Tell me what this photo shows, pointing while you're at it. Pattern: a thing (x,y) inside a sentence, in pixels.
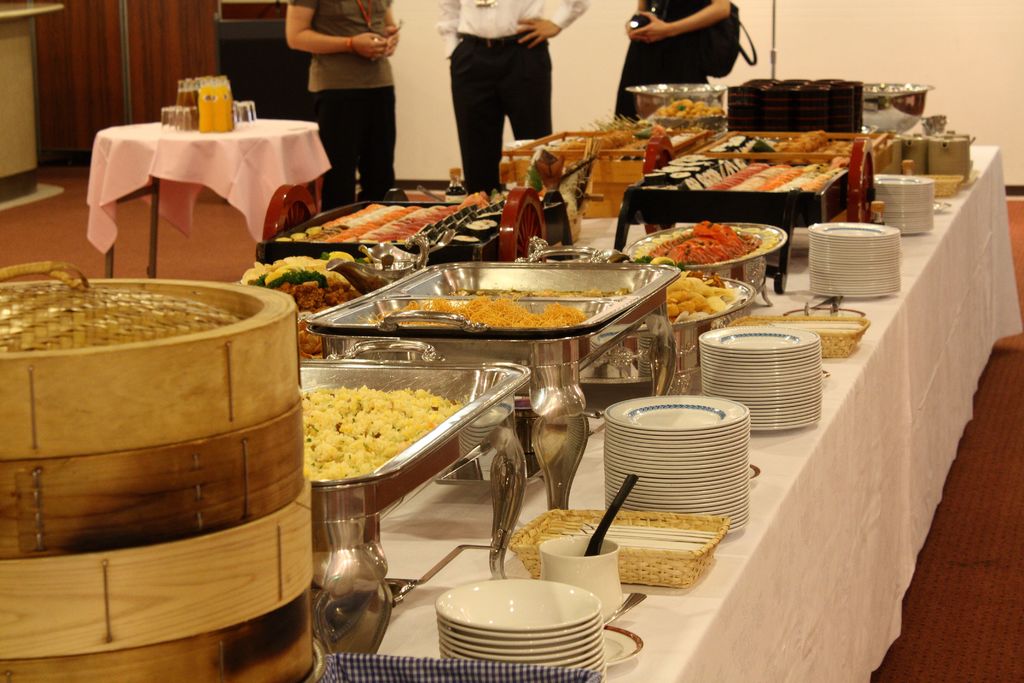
This is an inside view. In the middle of the image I can see a table (787,524) which is covered with a white color cloth (881,475). On the table (804,566), I can see few plates (704,409), bowls (557,643), saucers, cups (566,558) and boxes (604,153). The boxes (368,365) and bowls (684,274) are filled with the different food items (411,393). On the left side (163,526), I can see a basket (202,457) which is made up of wood (136,510). At the back of this table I can see three persons (503,52) are standing and also there is another table (169,158) which is covered with a cloth (252,192). On this table (221,161) I can see the glasses (195,120). In the background (209,59), I can see the wall (425,37) and a wooden panel (142,46).
